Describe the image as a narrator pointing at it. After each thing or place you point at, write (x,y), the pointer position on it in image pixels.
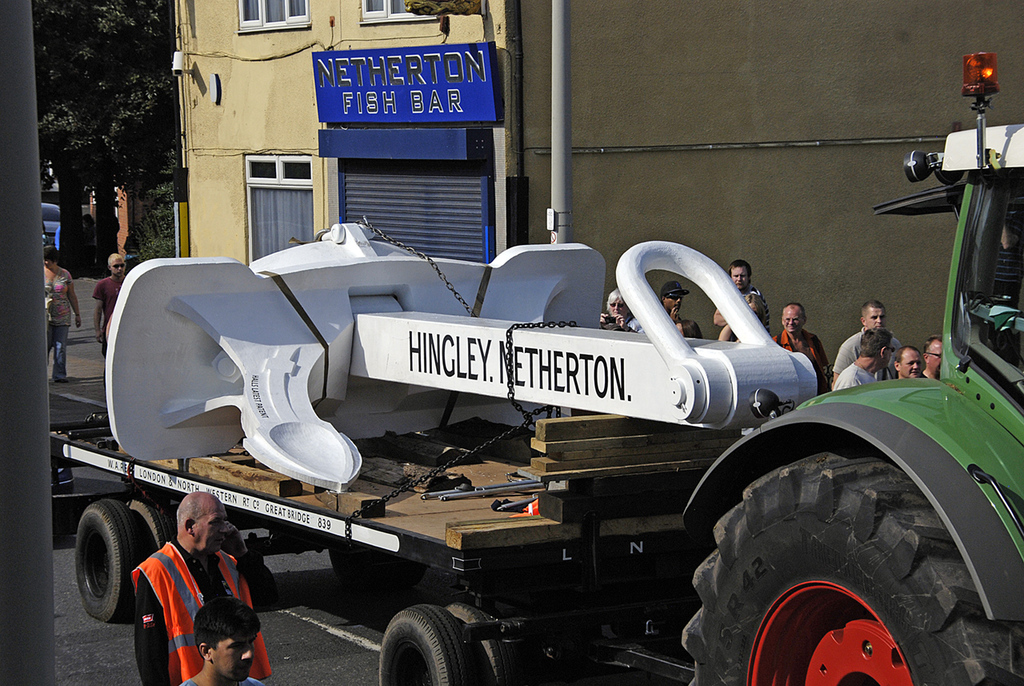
Here there is a vehicle (598,577) on the road (97,655), where people (219,650) are standing, here there is a tree (124,139) and this is building (399,105).
